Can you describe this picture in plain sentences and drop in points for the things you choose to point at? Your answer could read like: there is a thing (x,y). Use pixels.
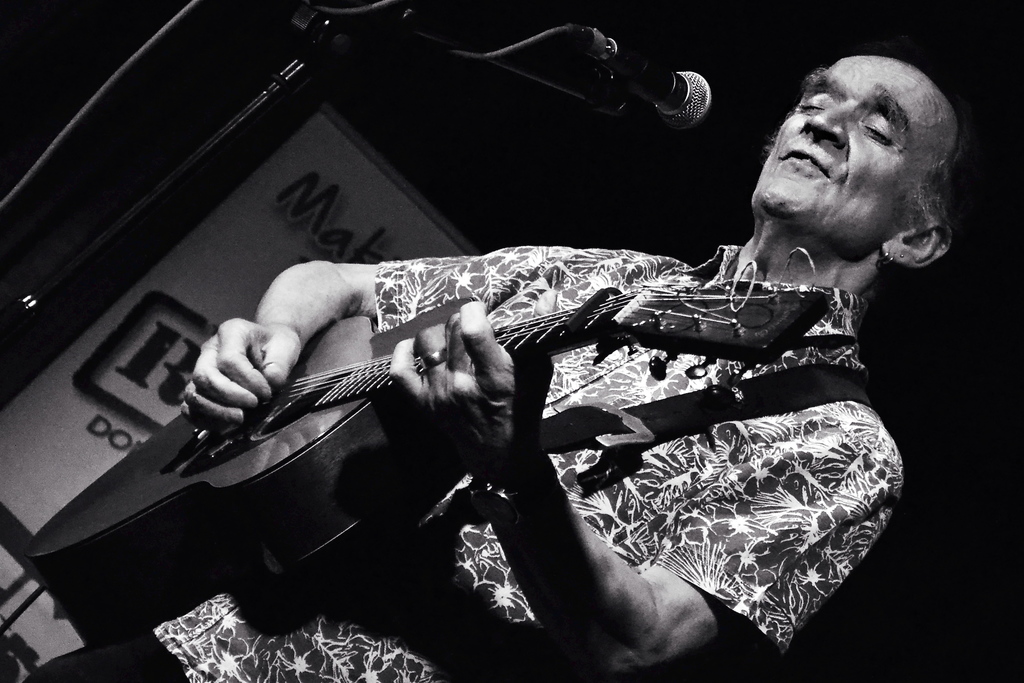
On the left (310,64) it's a microphone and here a man (293,276) is holding a guitar (399,394) and playing with his hands (412,379) he wear a shirt (662,458).
